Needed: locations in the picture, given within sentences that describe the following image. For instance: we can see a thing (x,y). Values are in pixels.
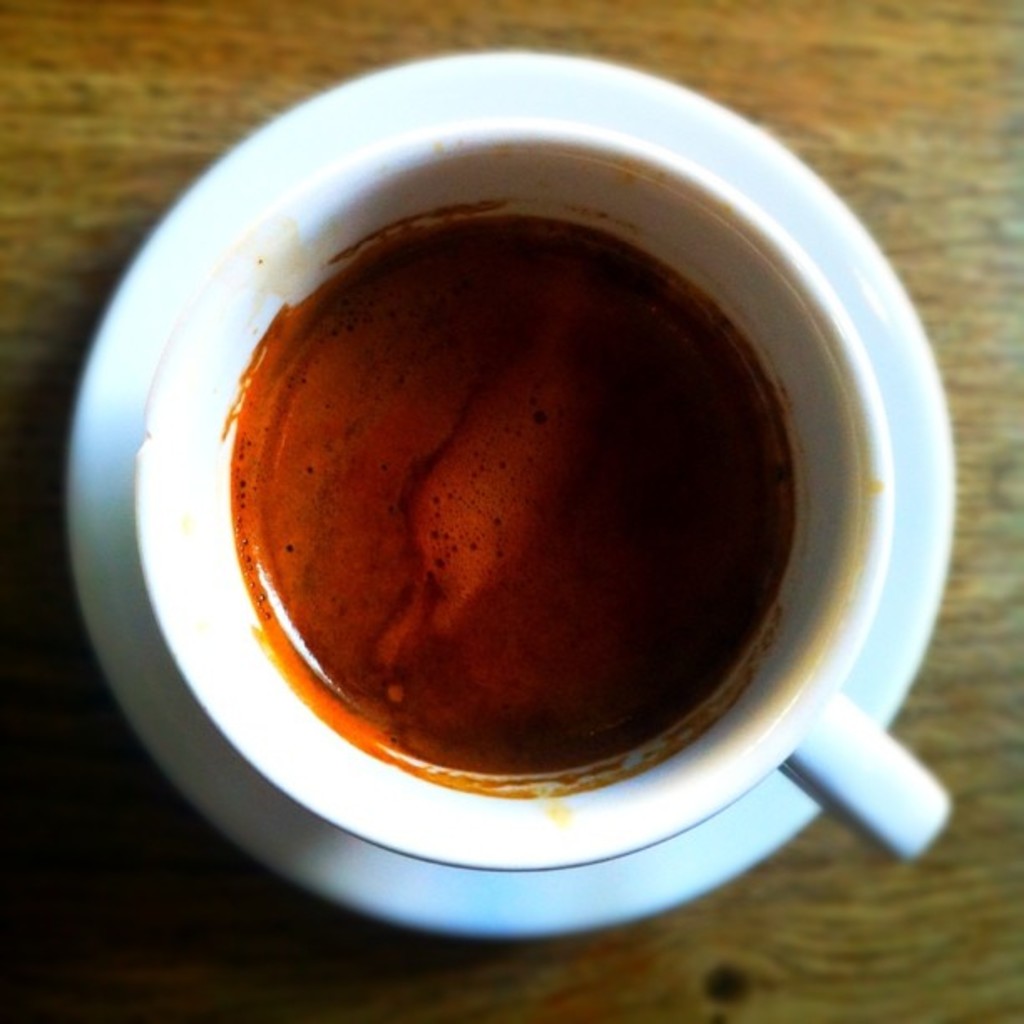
This image is taken indoors. At the bottom of the image (214,936) there is a table (70,181) with a saucer (748,826) and a cup (223,381) with coffee (470,555) on it.
